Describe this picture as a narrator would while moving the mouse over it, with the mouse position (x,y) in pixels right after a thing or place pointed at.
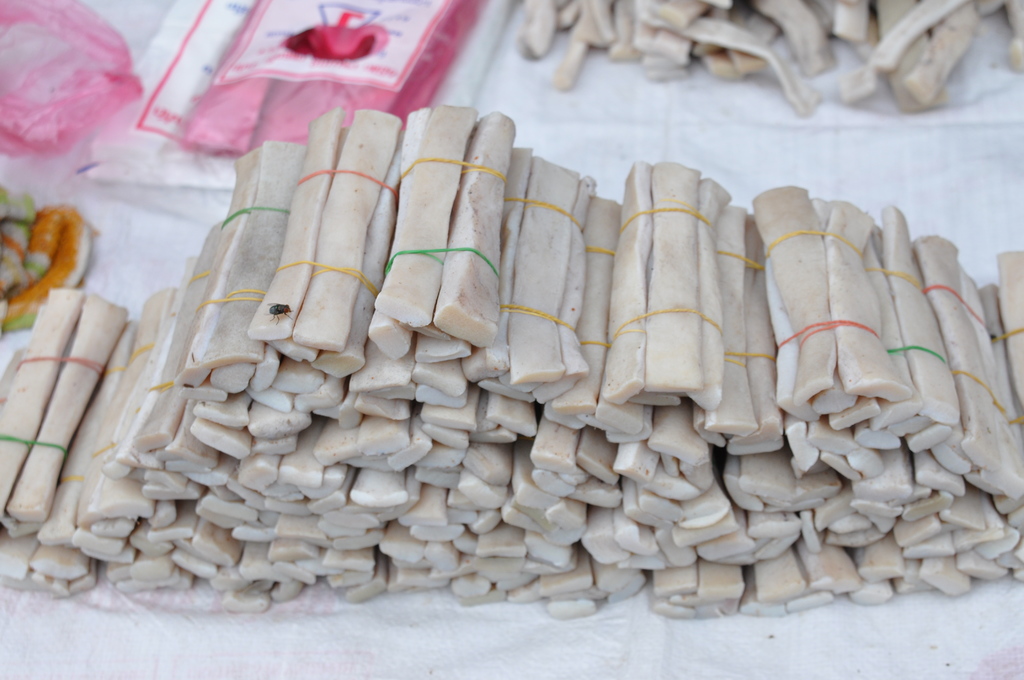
In the foreground of this picture (562,455), there are bundle of Chinese food (562,455) on the table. In the background (898,23), there is some food (631,40) and the covers (204,80).
